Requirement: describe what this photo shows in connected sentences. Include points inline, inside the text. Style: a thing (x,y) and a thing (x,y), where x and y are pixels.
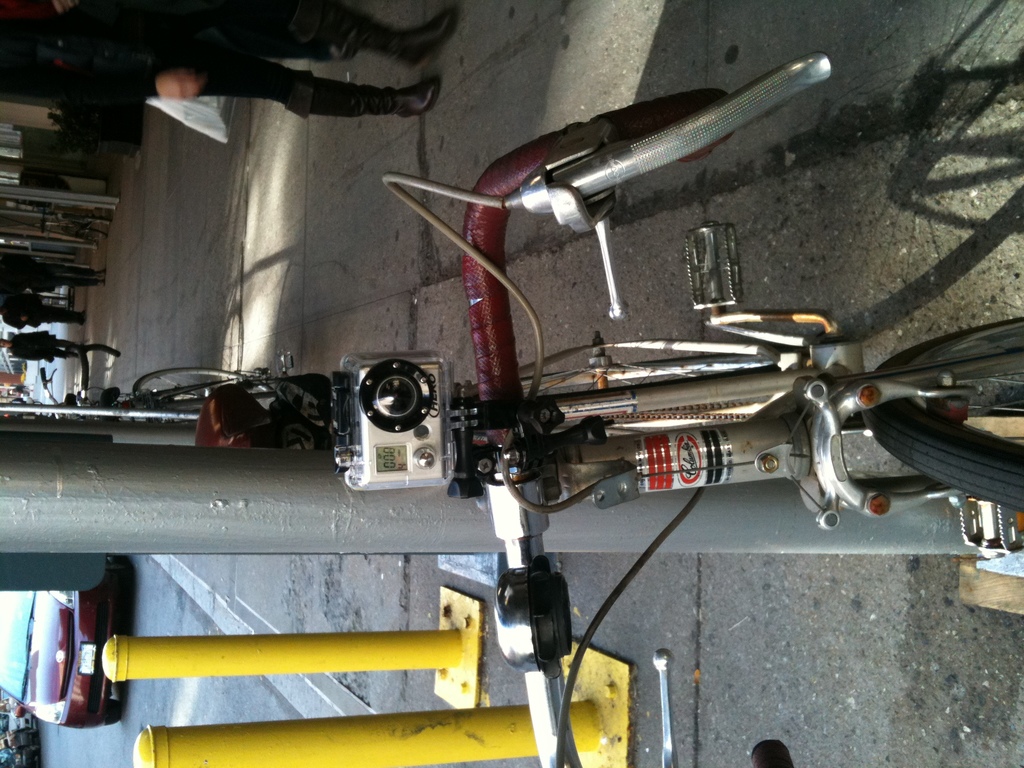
In this picture we can see vehicles (103,673) are on the road (199,692), side we can see bicycle (954,483) and few people (442,32) are walking on a path (315,252).
